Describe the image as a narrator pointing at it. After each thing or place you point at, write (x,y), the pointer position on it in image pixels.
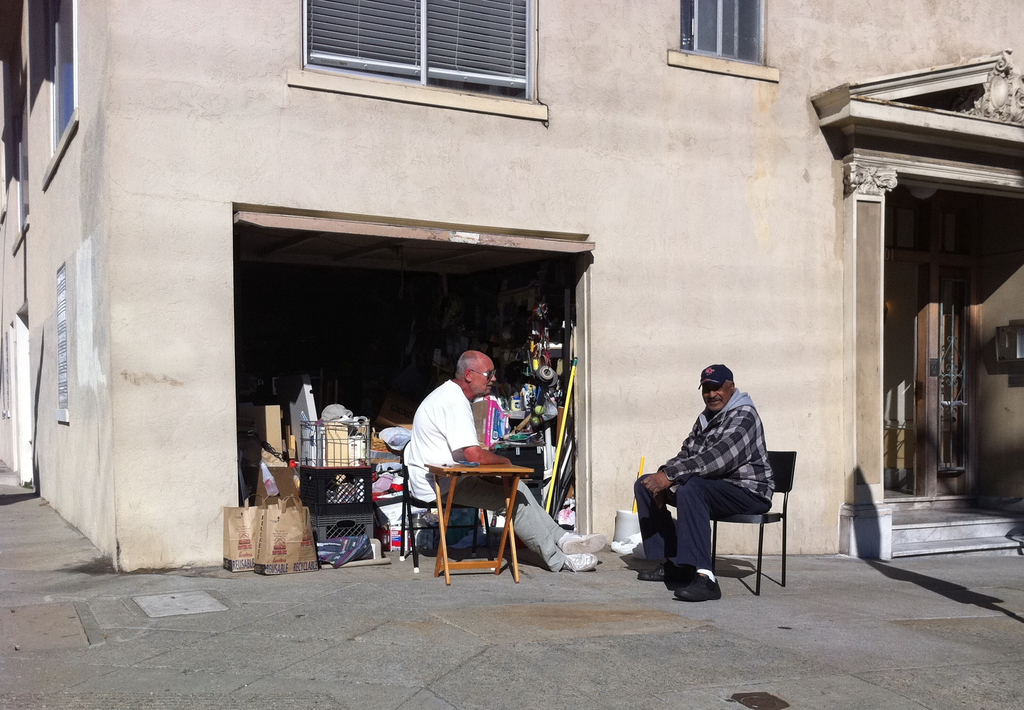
This is an outside view. At the bottom (439,665), I can see the ground (233,696). Here I can see a building (346,211) along with the windows (427,52). In front of this building (650,454) two men (443,433) are sitting on the chairs (410,510) and there is a table (473,473). Here it seems like a room (361,387). There are many objects (348,479) placed on the floor (342,588).
